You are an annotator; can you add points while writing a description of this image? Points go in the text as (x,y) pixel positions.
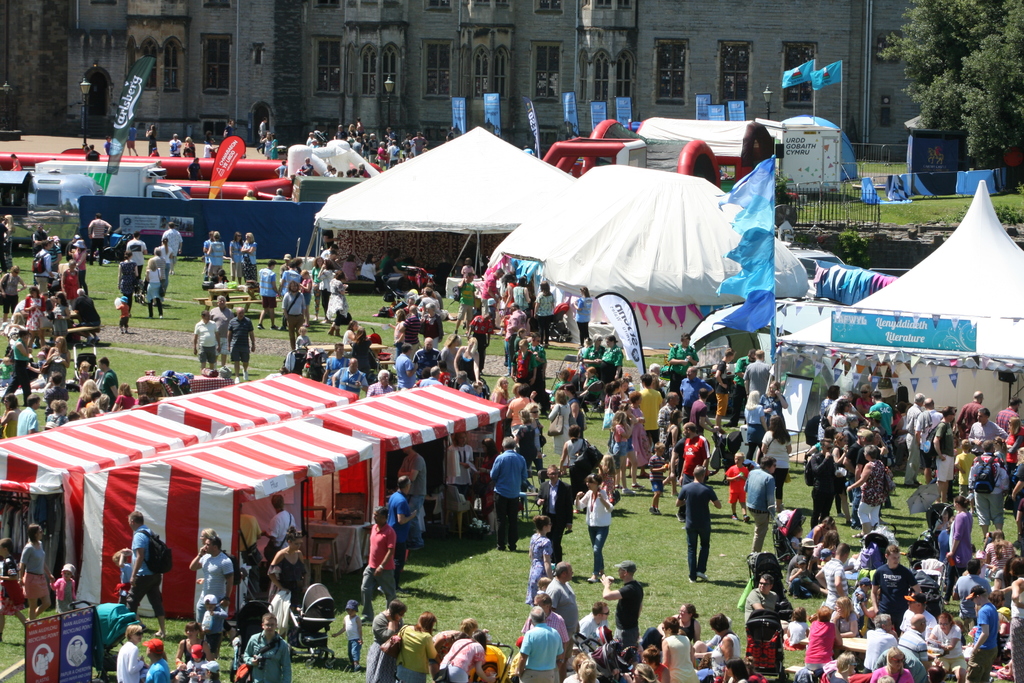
In this image we can see there are groups of people (699,496) standing in front of the camps (672,264). In the background (265,69) there is a building (566,49) and trees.
